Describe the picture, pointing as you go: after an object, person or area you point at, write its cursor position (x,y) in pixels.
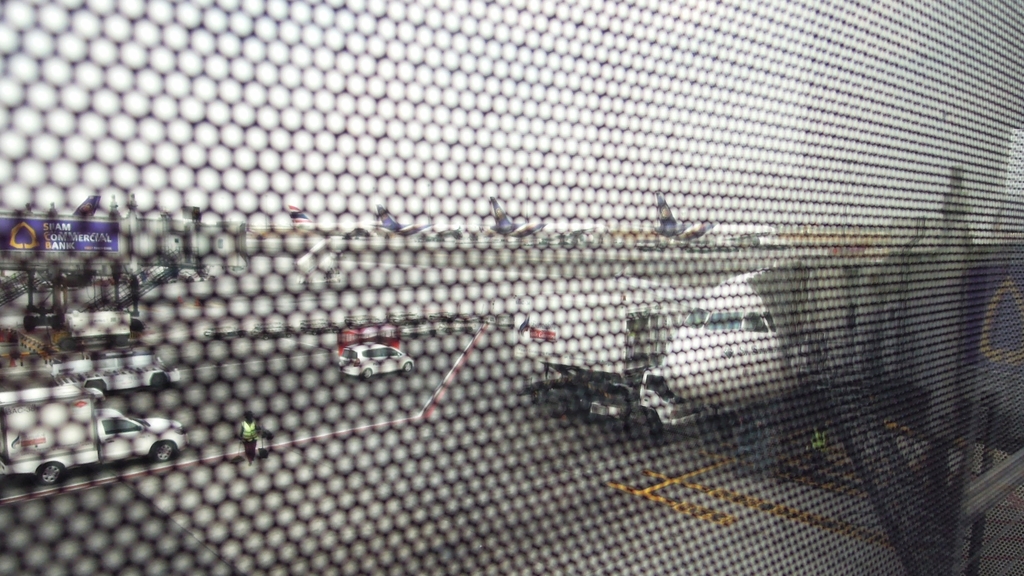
In the foreground of the image (48,498) there is a net (913,521). In the background of the image (314,255) there are aeroplanes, cars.
